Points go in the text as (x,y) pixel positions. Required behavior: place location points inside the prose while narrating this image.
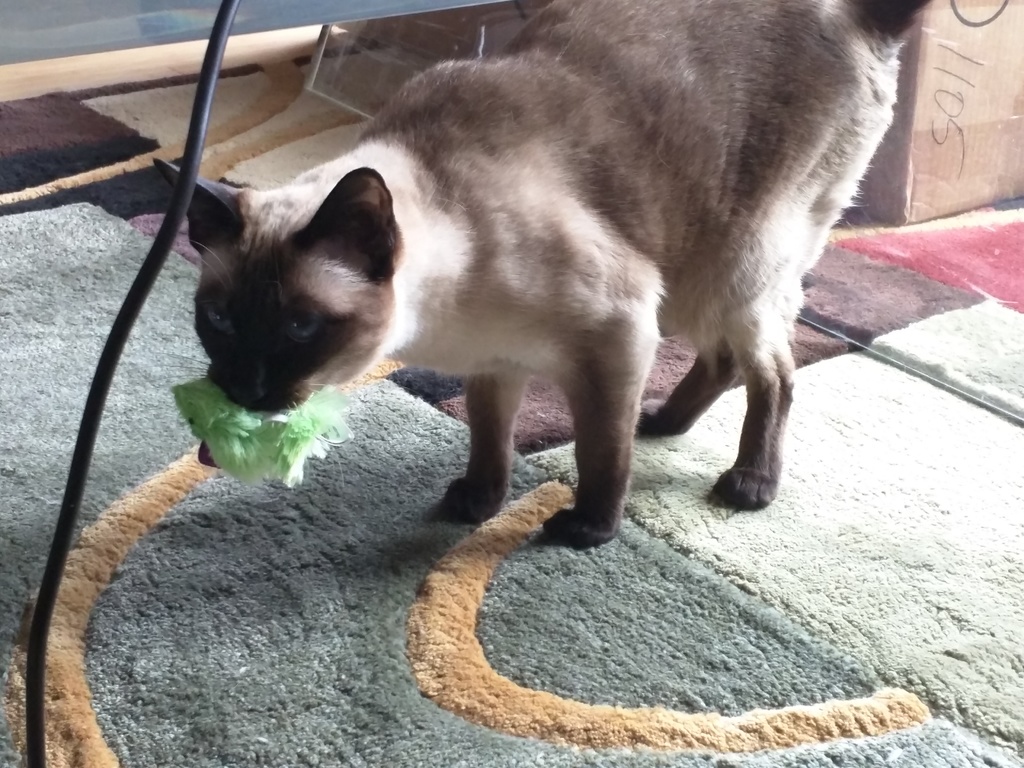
There is a cat (422,158) on the carpet (509,637). Cat (587,185) is holding something in the mouth (250,409). There is a wire (161,257). In the right top corner (917,105) there is a box (939,104).
